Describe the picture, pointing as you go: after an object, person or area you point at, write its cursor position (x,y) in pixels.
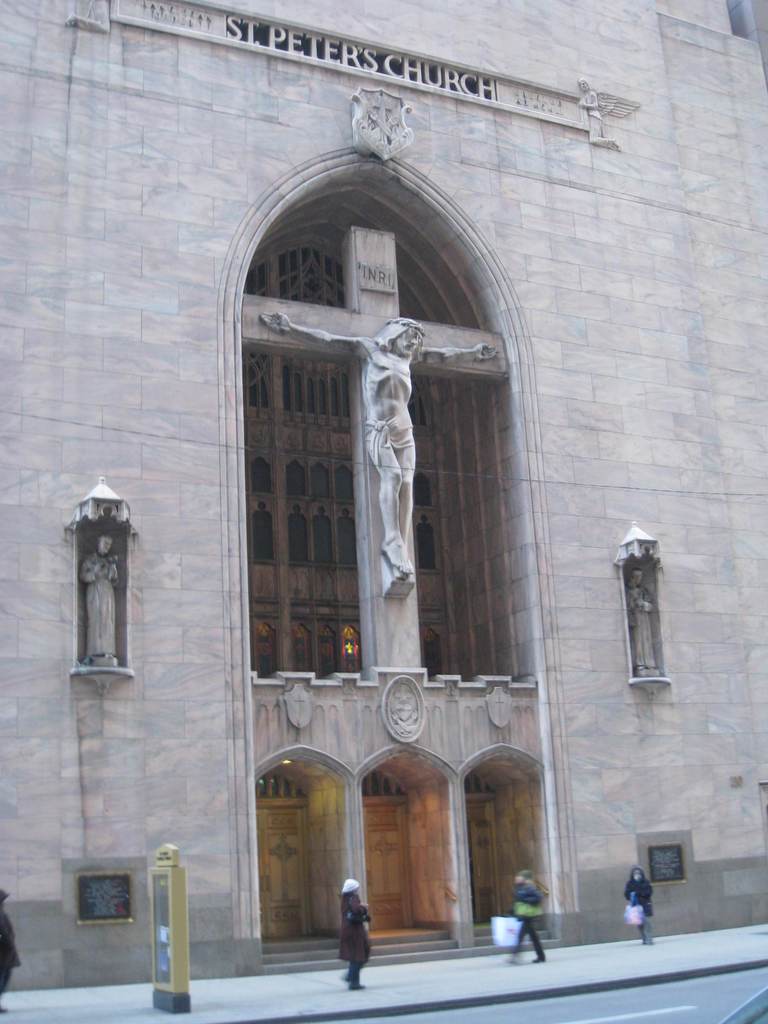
In this picture I can see few people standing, there are boards (173,975), sculptures (584,83), and in the background (38,552) there is a building (188,239).
